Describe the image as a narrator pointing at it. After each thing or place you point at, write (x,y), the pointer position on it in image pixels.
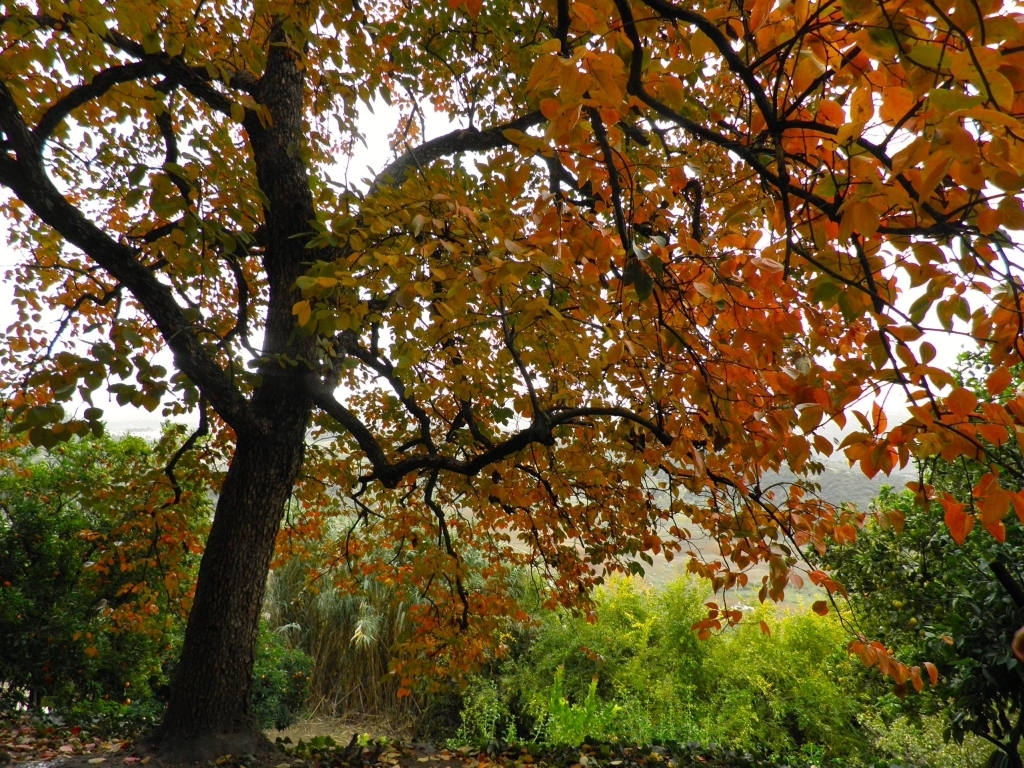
In the foreground of this image (261,432), there is a tree (244,642). In the background (882,642), there are trees (648,633) and the sky (377,125).
